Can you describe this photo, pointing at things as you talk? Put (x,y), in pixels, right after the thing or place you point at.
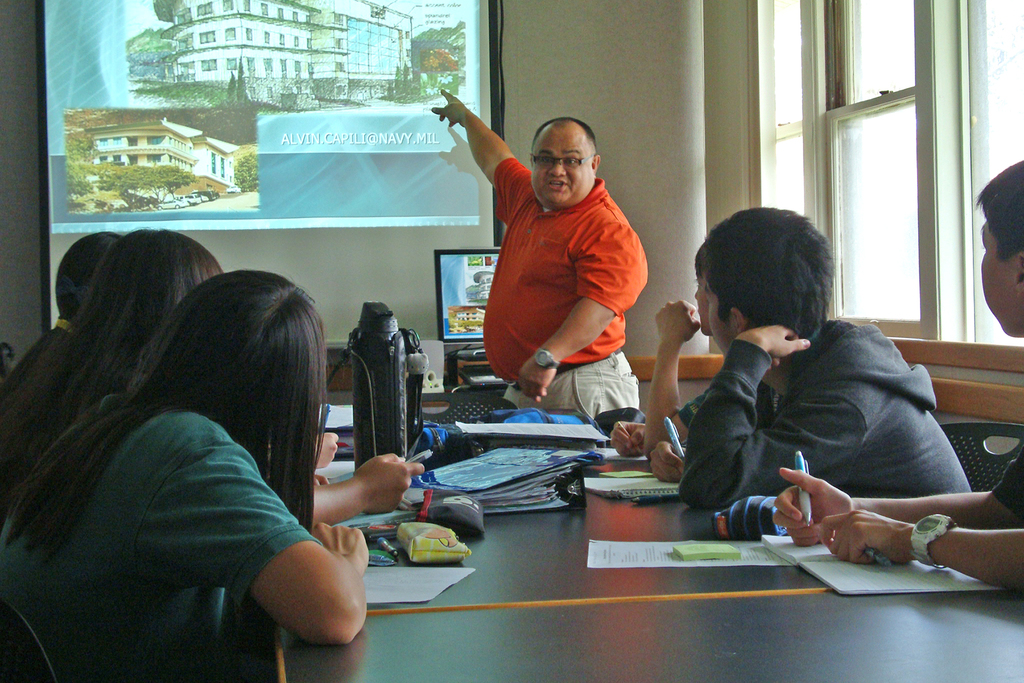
In this image we can see a man (624,249) standing beside a table (569,630) containing some books (627,487), pens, papers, pouches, bags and some objects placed on it. We can also see a group of people (302,556) sitting on the chairs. In that some are holding the pens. We can also see the monitor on a table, a display screen (218,87), window (863,271) and a wall (671,235).
